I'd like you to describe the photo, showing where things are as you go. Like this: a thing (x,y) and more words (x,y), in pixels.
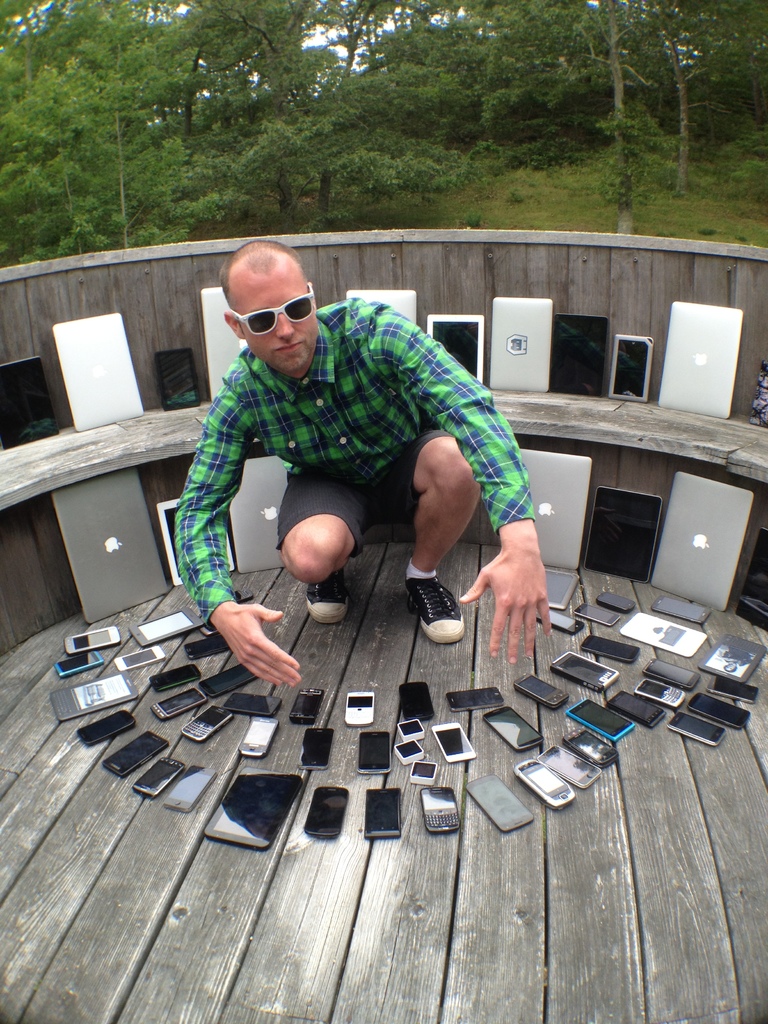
In this image I can see a man (325,532) is in a squat position. The man (333,552) is wearing glasses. Here I can see some electronic gadgets (708,734). In the background (446,75) I can see trees (419,88).
